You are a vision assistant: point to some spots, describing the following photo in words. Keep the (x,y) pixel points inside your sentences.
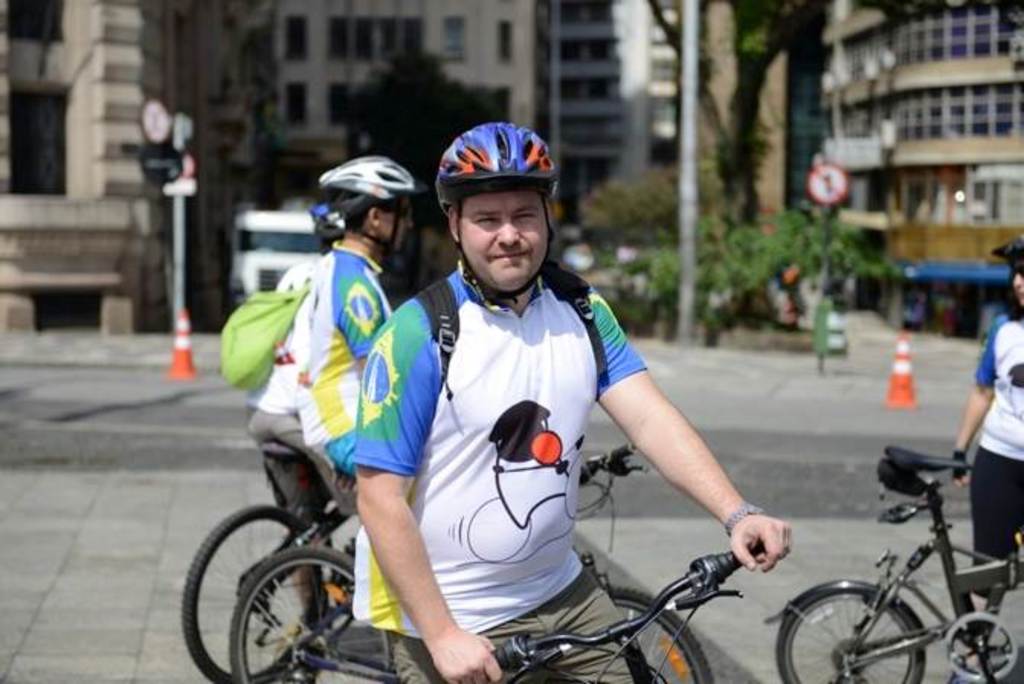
In this image I see a man (373,610) who is in front (388,601) and he is on a cycle (735,563). In the background (1009,632) I see another 3 persons (1006,429) who are with cycle (994,573) and there are 2 cones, few poles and the buildings (126,306).
